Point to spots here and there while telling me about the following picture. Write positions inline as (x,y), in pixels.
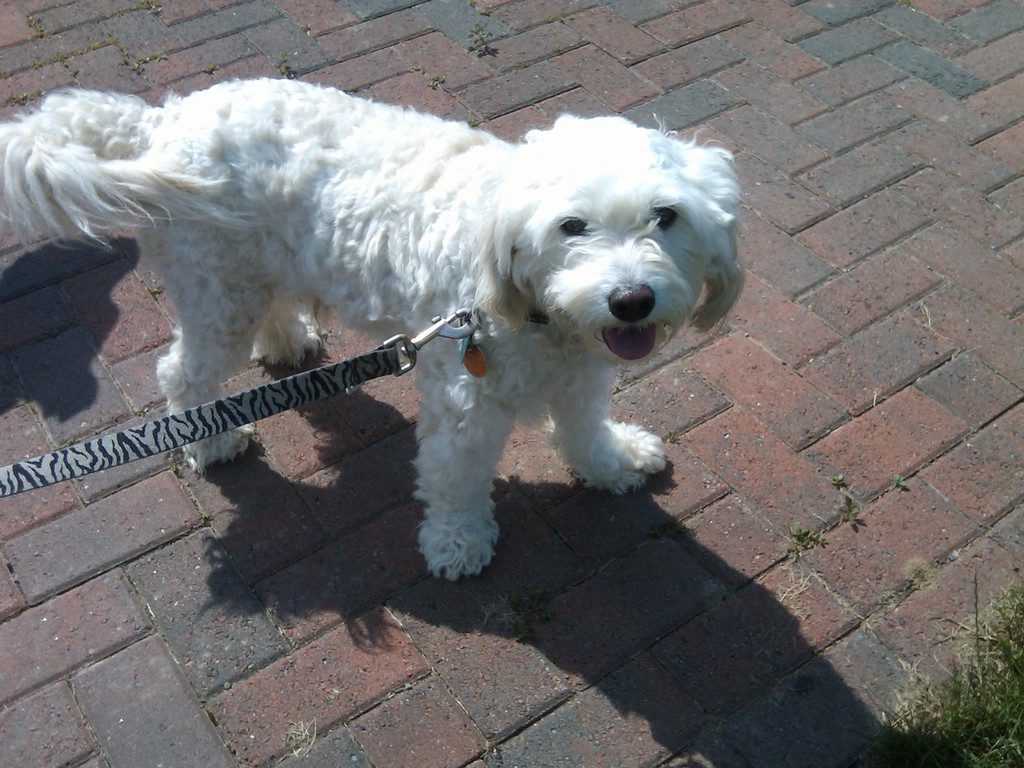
In the image there is a white dog (527,413) with belt (241,419) is standing on the floor (689,636). In the bottom right corner of the image (968,730) there is grass (968,741).
